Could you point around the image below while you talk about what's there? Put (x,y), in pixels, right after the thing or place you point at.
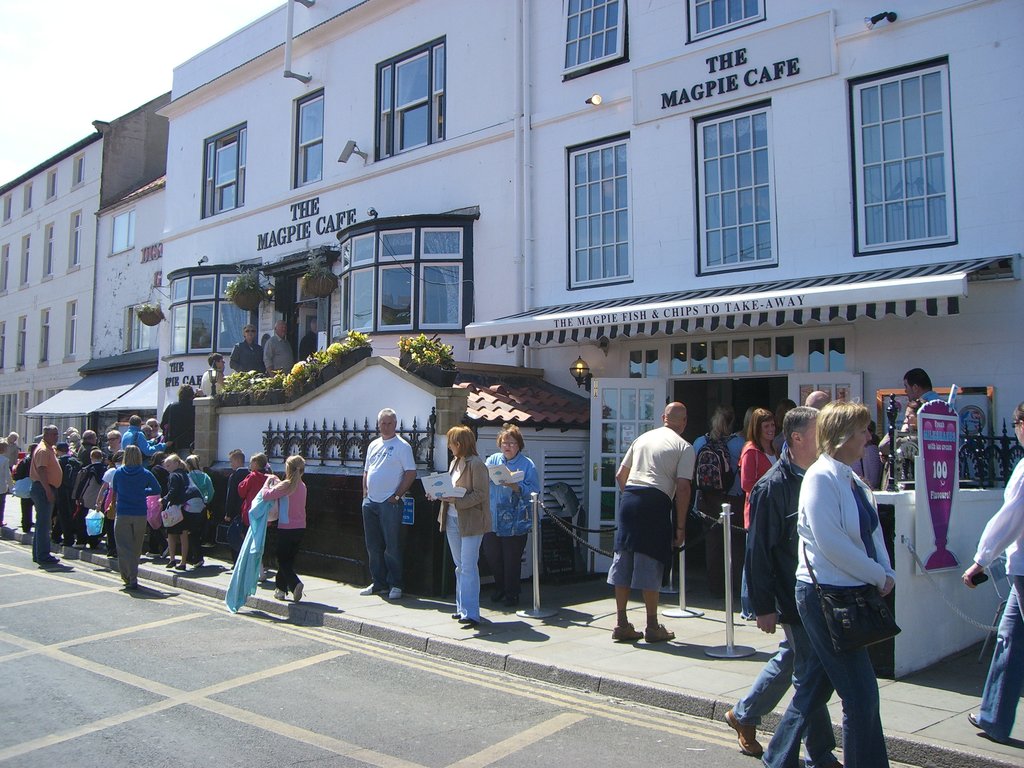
At the top of the image (246,205) we can see buildings (200,247), name labels (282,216), windows (187,302), cc cameras (359,152), sky (92,132), hanging plants (150,321) and houseplants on the walls (312,399). At the bottom of the image (783,568) we can see iron grills (893,435), barrier poles (537,518), persons (772,553) standing on the ground (583,613) and road (194,654) with margin (555,718).
